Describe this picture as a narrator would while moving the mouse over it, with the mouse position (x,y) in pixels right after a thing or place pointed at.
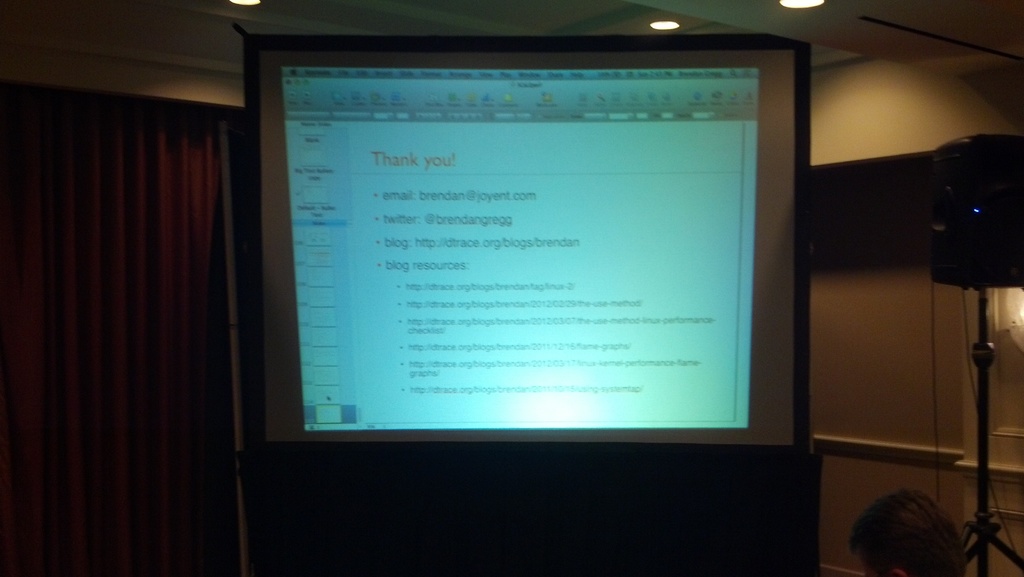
This picture shows the inner view of a room (490,54). One projector screen (472,49) and some lights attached to the ceiling (797,18). There is one speaker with stand (1011,558), one man (907,533) is sitting, one wire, one pole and one red curtain (84,475).
